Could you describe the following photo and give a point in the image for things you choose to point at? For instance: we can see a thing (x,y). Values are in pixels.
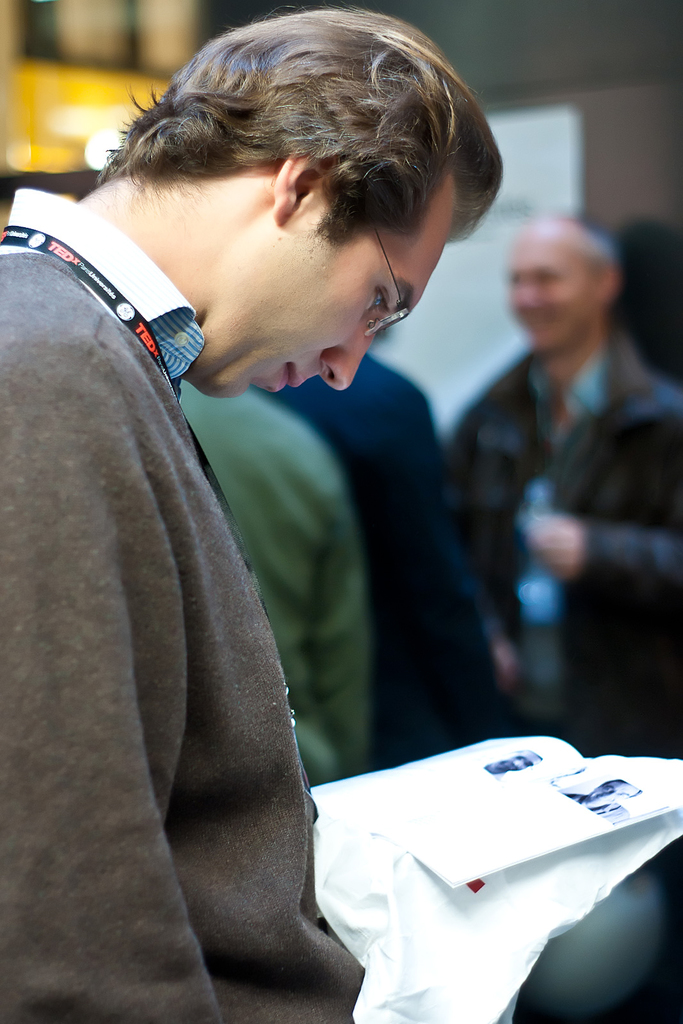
In this image there is a man (187,282) with tag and spectacles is standing and holding an item (544,875) and a paper (531,743), and in the background (405,562) there are group of people (436,528) standing, there is a board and a light (145,69).
